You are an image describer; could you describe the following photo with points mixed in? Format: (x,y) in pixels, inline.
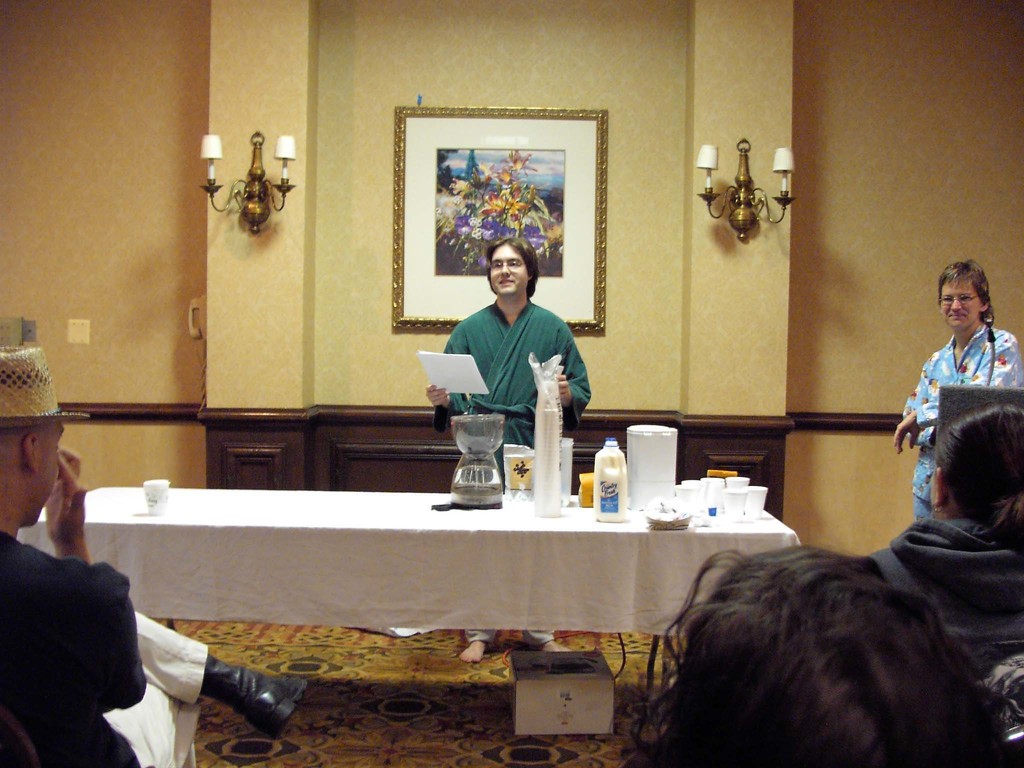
In this picture there is a man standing behind the table (483,523), holding a paper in his right hand (439,400). There is another person (919,496) to the left of him, there are some more people (34,598) sitting in the front of him. In the backdrop (787,259) there are lights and a photo frame (418,182) placed on the wall (239,299).
